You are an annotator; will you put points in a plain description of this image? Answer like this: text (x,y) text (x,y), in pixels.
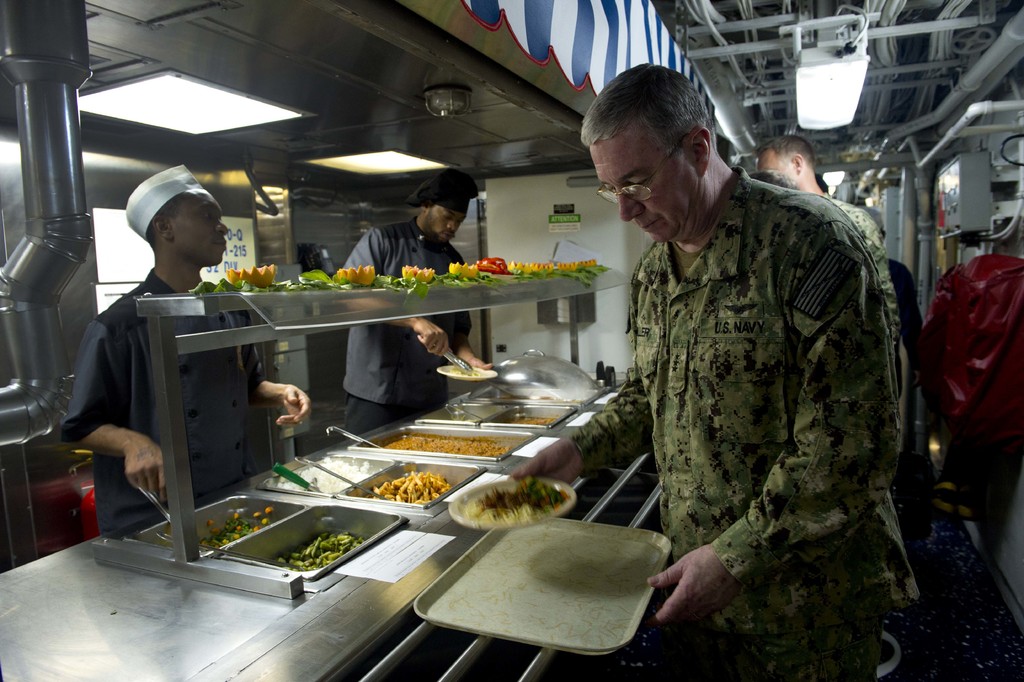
In this image I see 4 men (831,518) in which these both men (782,236) are wearing same uniform (701,338) and these both men (393,264) are wearing same uniform (380,258) and I see that this man (652,212) is holding a plate (494,500) in his hand (530,475) and there are many food items (414,438) over here and I see the lights (847,89) on the ceiling (395,81) and I can also see that this man (408,334) is holding a plate (452,368) in his hand (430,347) and a thing (449,350) in other hand (435,340) and I see few equipment (55,24) and I see the red color thing (974,379) over here.
